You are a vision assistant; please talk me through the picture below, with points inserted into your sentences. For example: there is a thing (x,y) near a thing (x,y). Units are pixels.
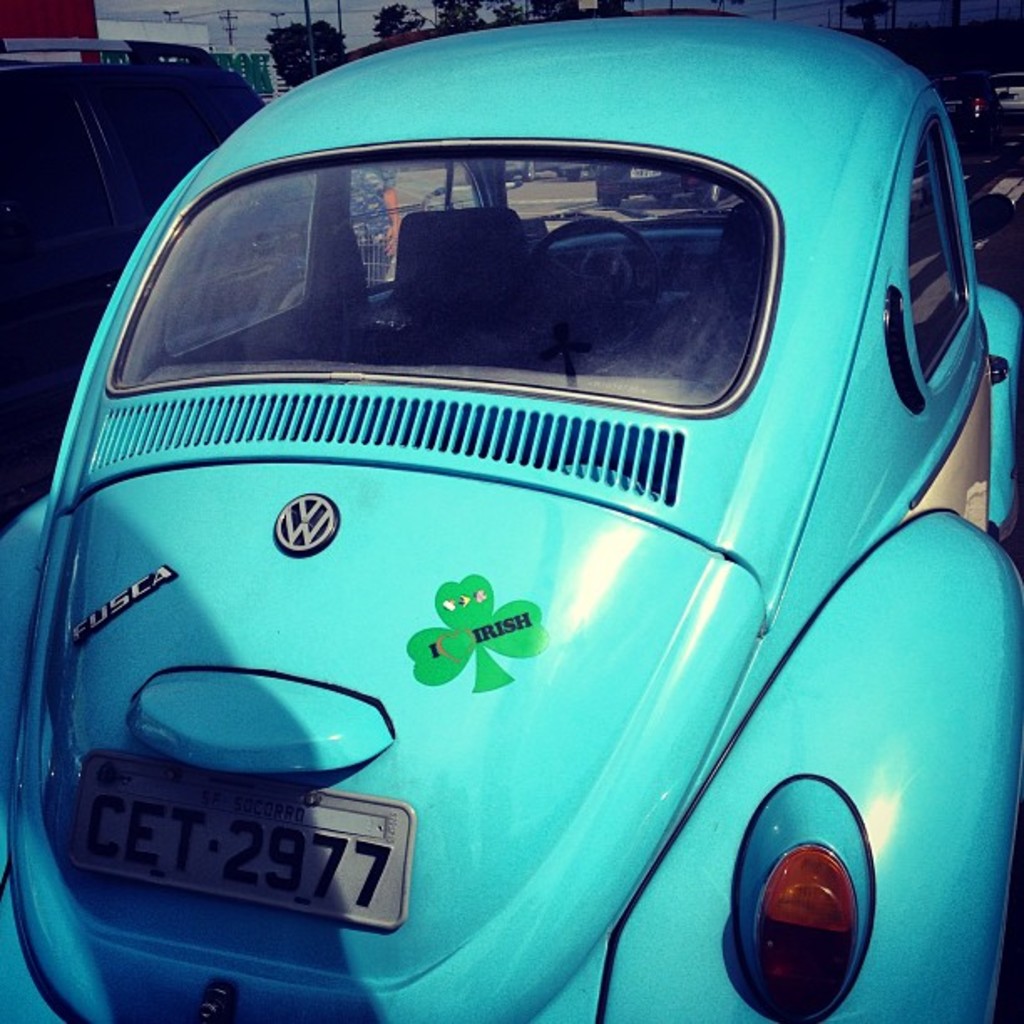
This image consists of a car (594,683) in blue color. On the left (41,208) and right, we can see many cars (974,119). In the background (277,41), there are trees (376,32). At the top (252,22), there is a sky (252,22). And we can see a person (398,216) beside the car (310,174).
